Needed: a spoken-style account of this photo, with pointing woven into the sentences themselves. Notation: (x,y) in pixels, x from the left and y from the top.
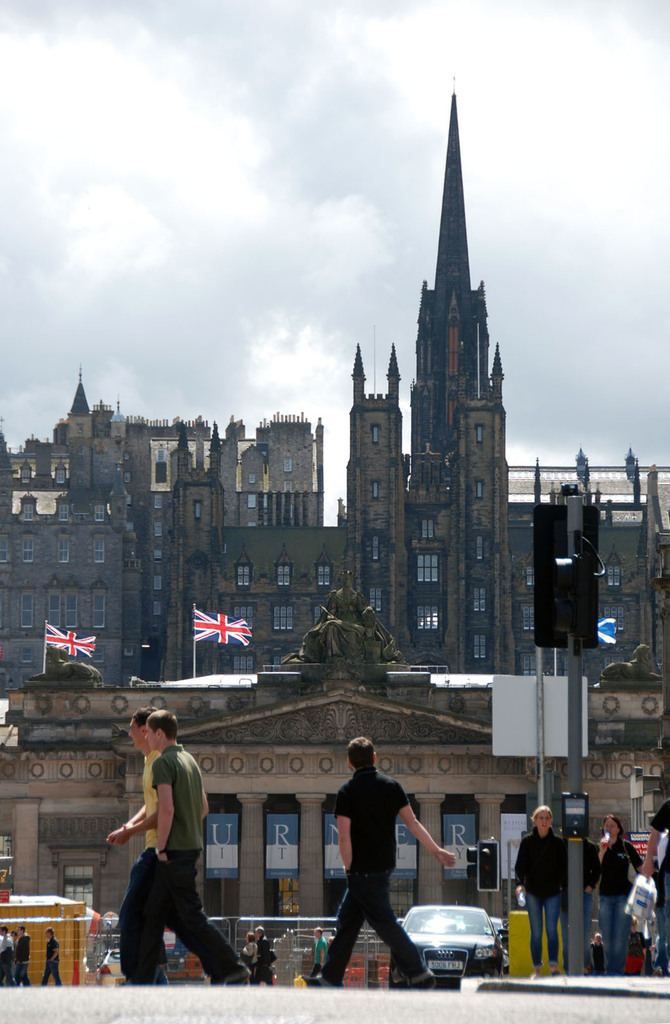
In the image there are few persons (208,928) crossing the road (206,1005) some are walking on the footpath (586,981), behind there is a car (423,929) on the road (91,1004), in the back (245,711) there is castle (61,687) with flags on it and over the background (467,562) there are buildings (352,485) all over the place and above its sky (264,93) with clouds (485,68).
